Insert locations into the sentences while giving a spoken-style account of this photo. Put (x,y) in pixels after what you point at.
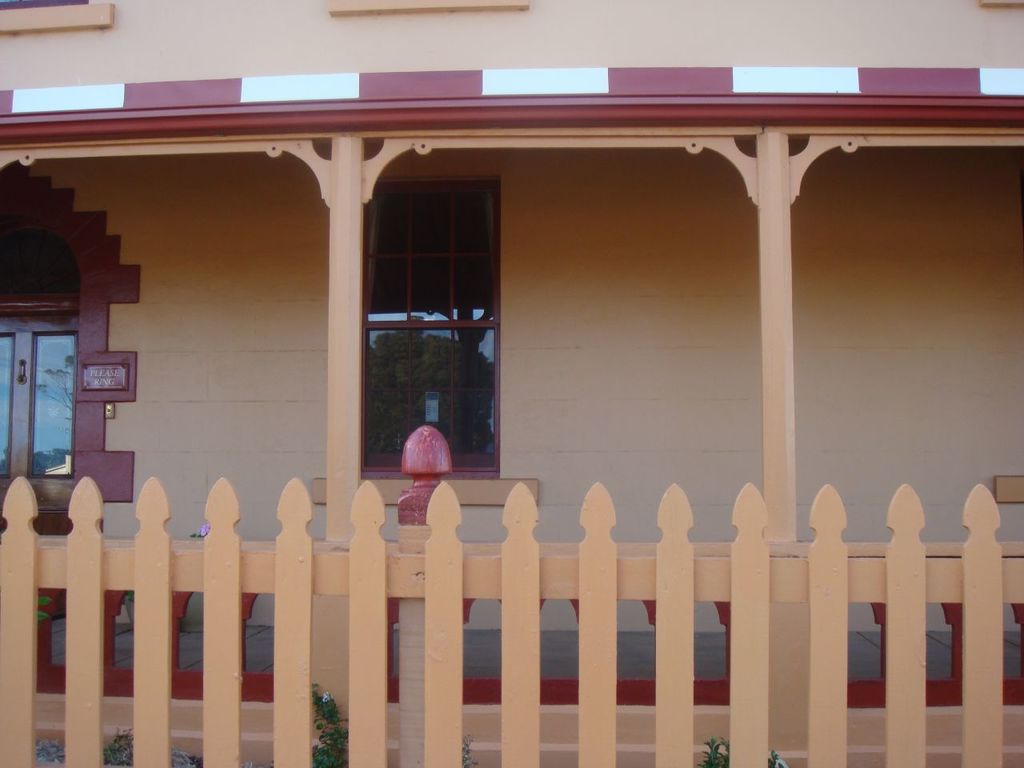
At the bottom (904,729) it is a wooden fencing (503,633) and this is the house (593,344). There are window glasses (470,394).
